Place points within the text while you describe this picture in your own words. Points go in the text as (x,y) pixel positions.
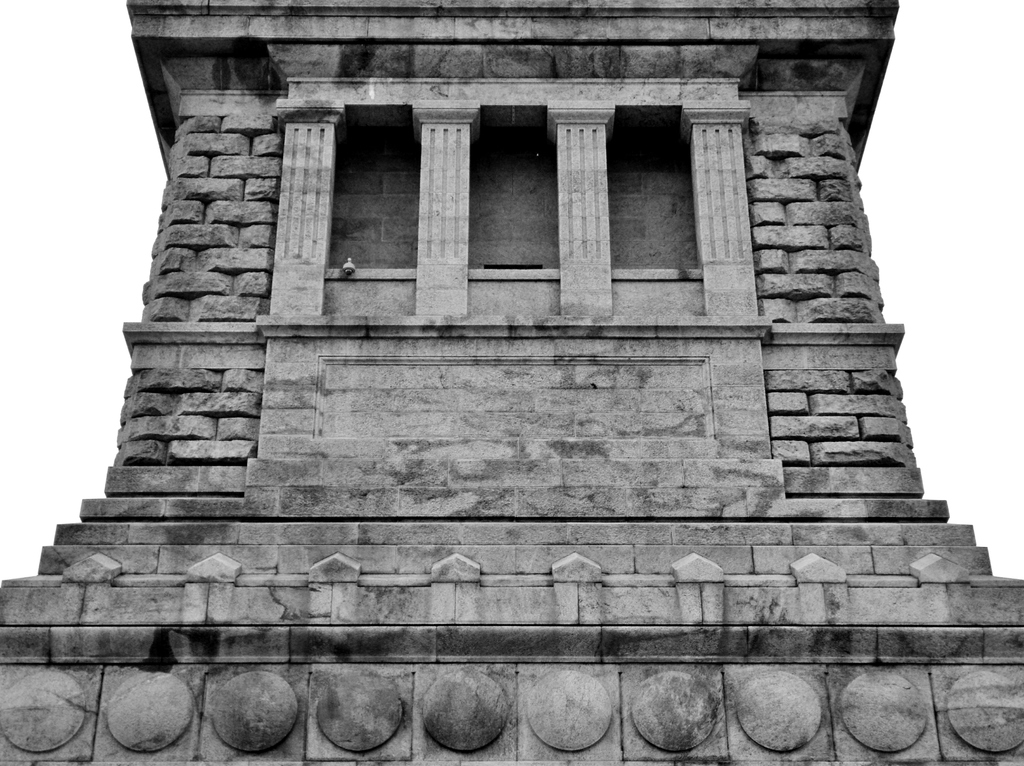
In this black and white picture there is a building (609,302) having stone wall (145,379). Background (995,473) there is sky (926,260).
